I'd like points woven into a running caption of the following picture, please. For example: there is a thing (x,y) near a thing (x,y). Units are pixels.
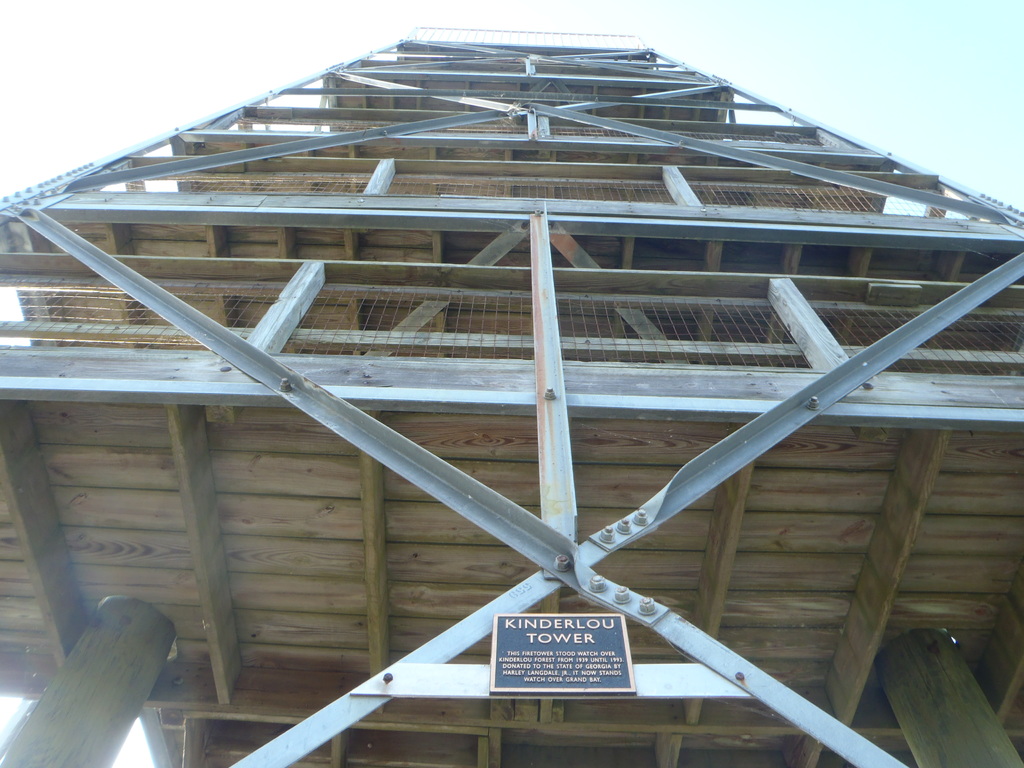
In this image, we can see a tower (422,454) and there is a name board (510,639).
